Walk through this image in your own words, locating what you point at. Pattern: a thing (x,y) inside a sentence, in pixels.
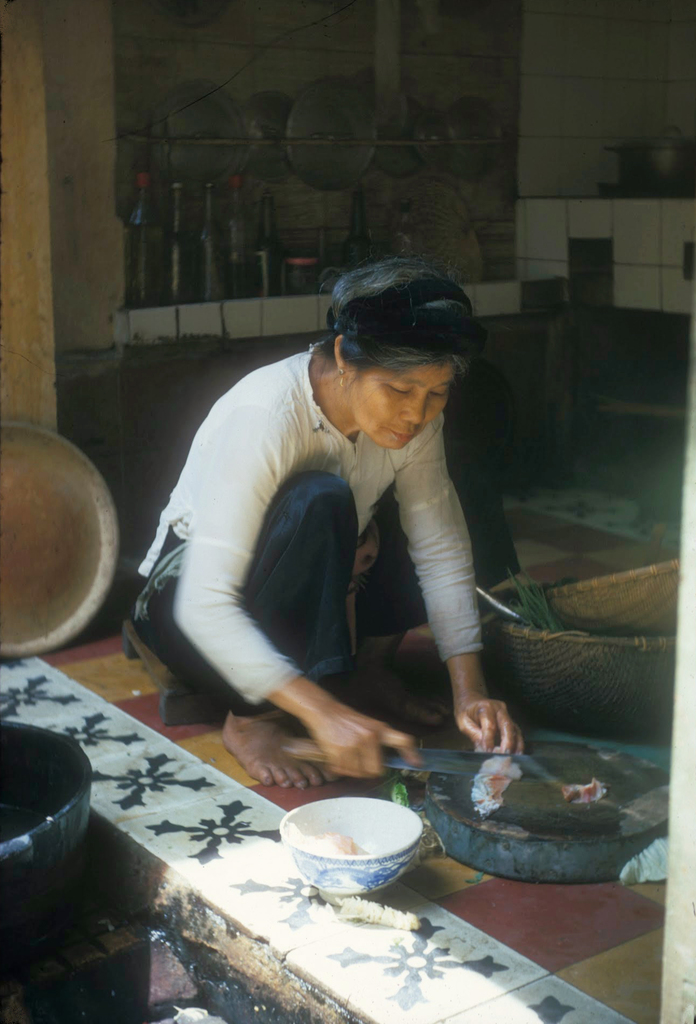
In this picture I can see a woman (245,674) sitting on the stool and holding a knife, there is a food item (483,796) on an object (578,836) and in the bowl (345,805), there are baskets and in the background (271,195) there are some items (25,597).
